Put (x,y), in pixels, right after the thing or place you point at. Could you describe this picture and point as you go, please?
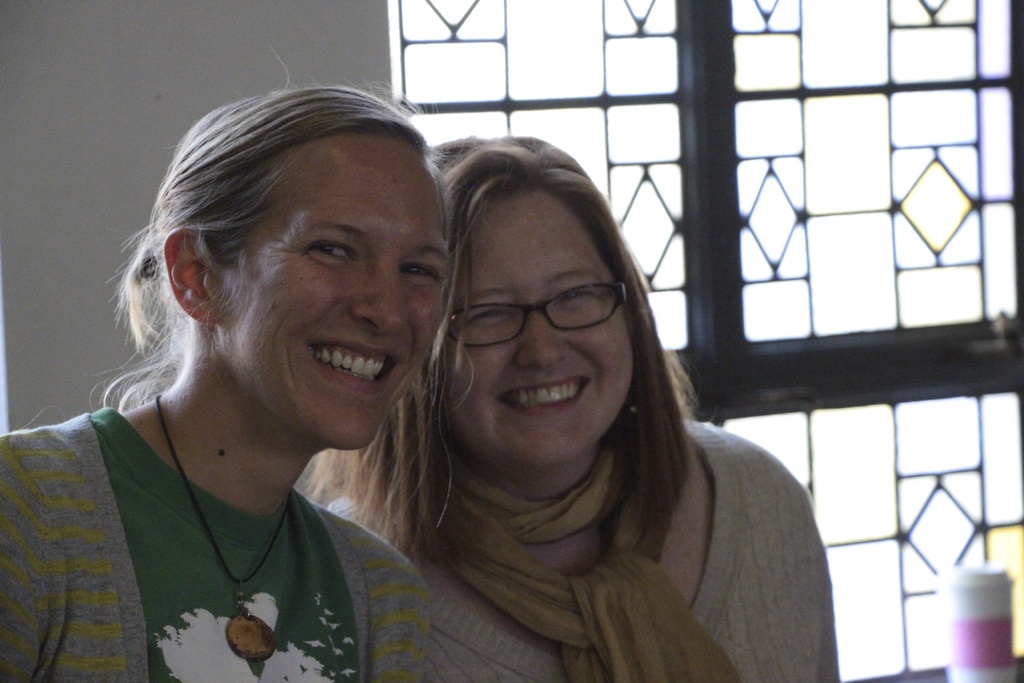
In the foreground of the image (129,385) there are two ladies (346,433). In the background of the image (167,144) there is wall (263,48). There is a window (739,295) with grill (482,42).
